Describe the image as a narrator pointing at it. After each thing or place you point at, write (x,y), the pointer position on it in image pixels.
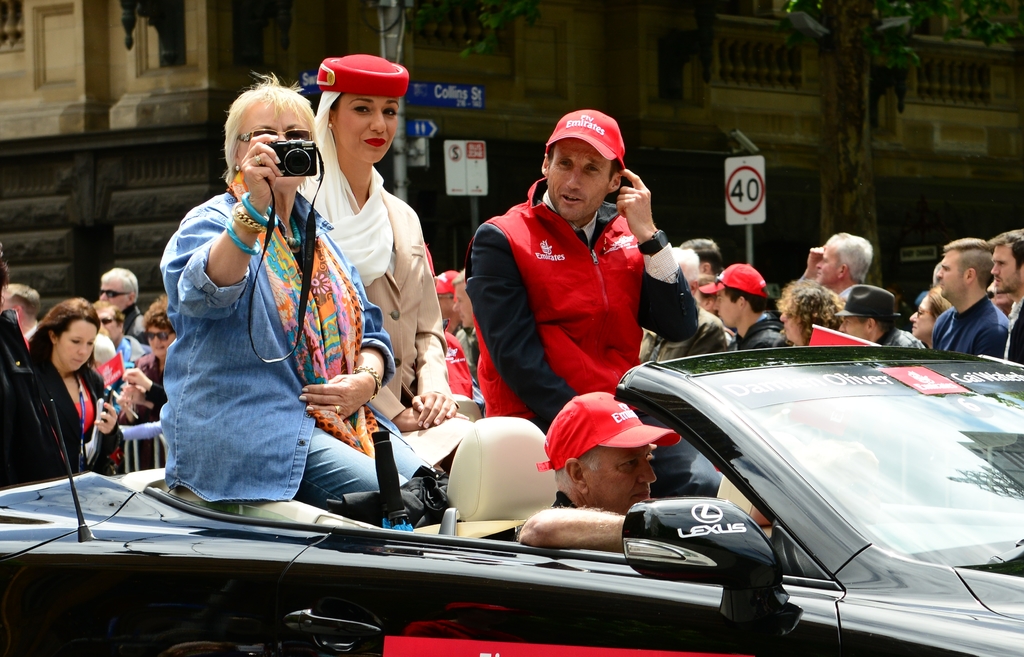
In this picture there are three people (493,321) one of them is sitting in the car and taking photographs from the camera (301,170) and is a person (598,502) riding the car (1018,464) in the backdrop (790,311) the crowd (796,298) standing and there is a building (89,93) on the left (118,107) and there are precaution boards (734,184).
